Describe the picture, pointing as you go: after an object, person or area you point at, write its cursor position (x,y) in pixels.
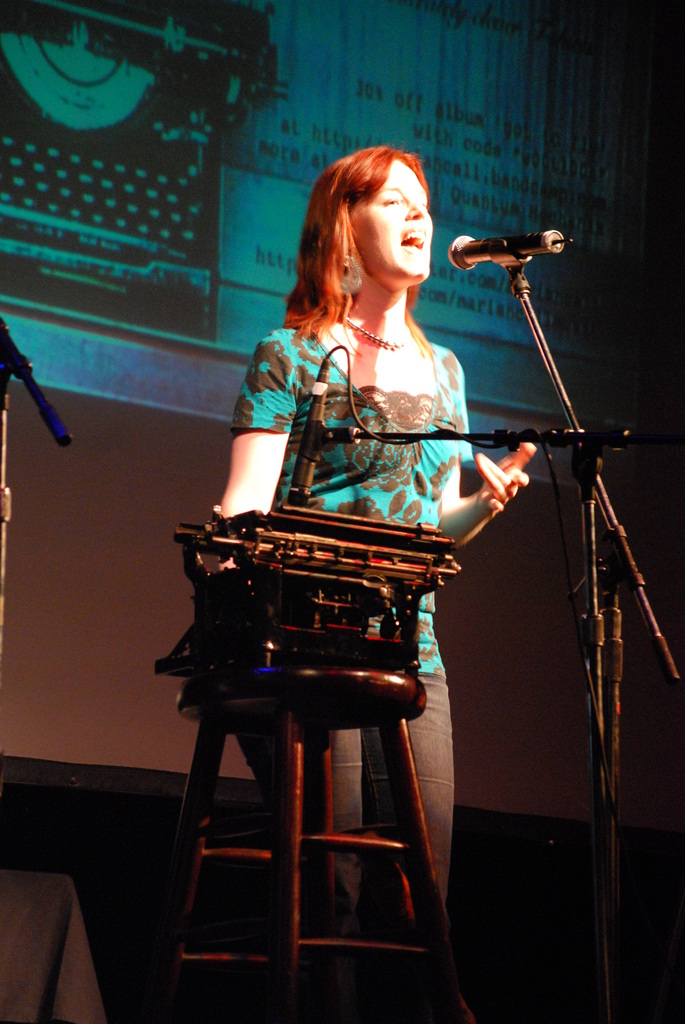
In the image we can see a woman (243,458) standing wearing clothes (411,499), neck chain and she is singing. In front of her there is a microphone (522,247), cable wire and a stand (595,518). Here we can see a stool (217,855) and on the stool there is an object (275,603). Behind her there is a projected screen (208,177).
